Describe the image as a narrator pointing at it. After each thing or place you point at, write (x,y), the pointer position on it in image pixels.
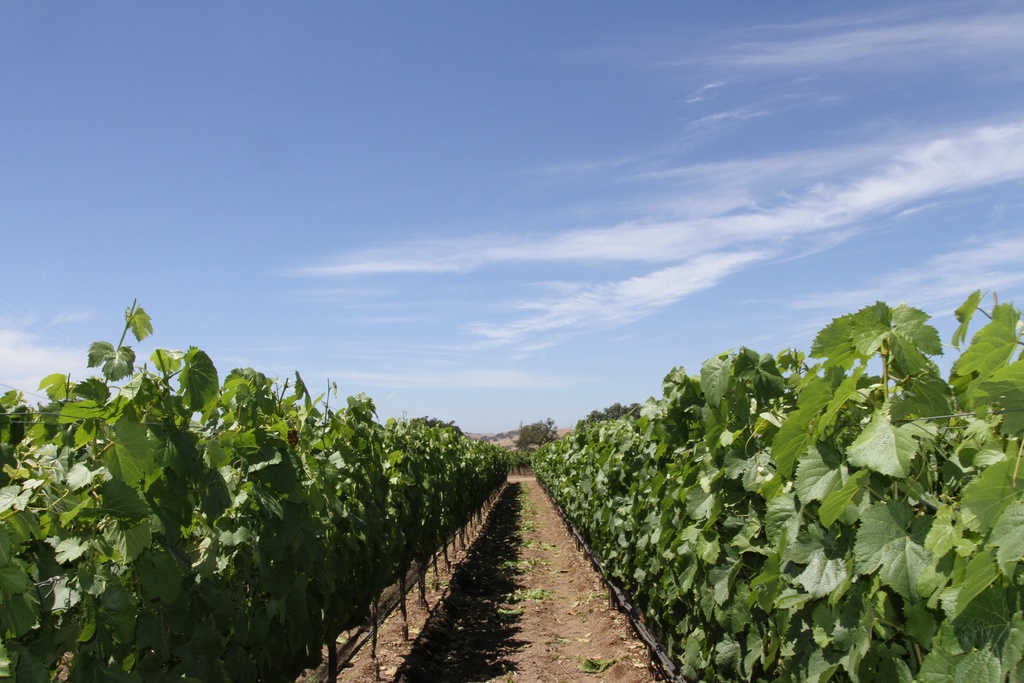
In this image I can see there are plants (646,518) on either side of this image, at the top (673,157) it is the cloudy sky (598,209).
